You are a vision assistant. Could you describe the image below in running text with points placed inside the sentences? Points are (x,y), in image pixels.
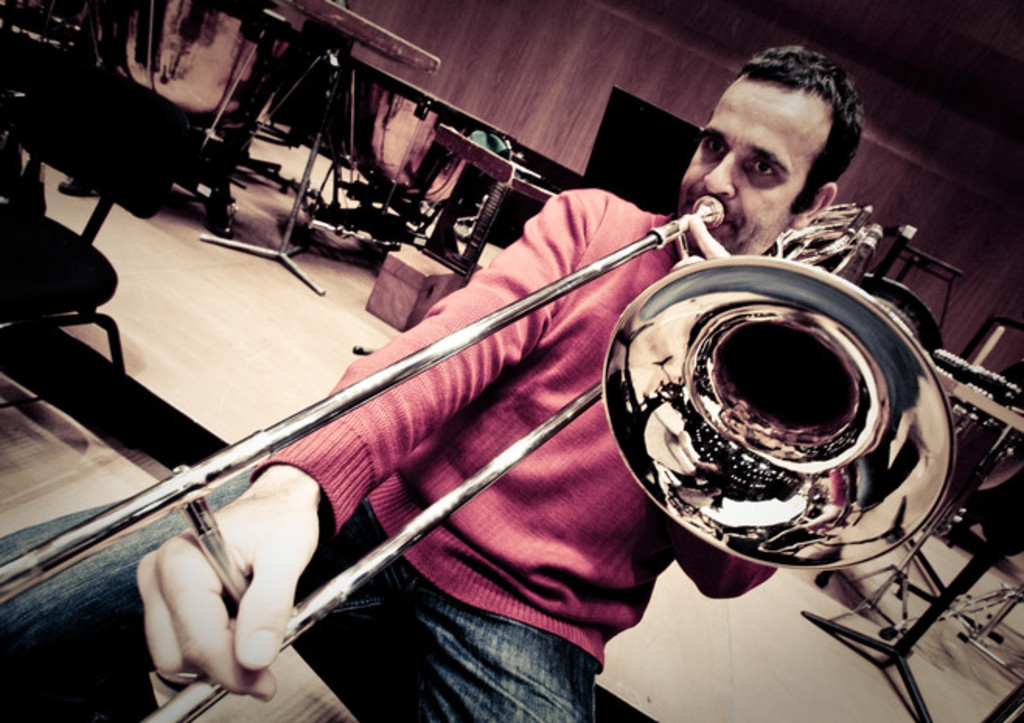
In the picture we can see a man (527,524) sitting in the chair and playing a musical instrument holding it and he is wearing a sweater (567,212) and in the background (260,96) also we can see some musical instruments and behind it we can see a wall (656,68) made up of a wood (522,77).
